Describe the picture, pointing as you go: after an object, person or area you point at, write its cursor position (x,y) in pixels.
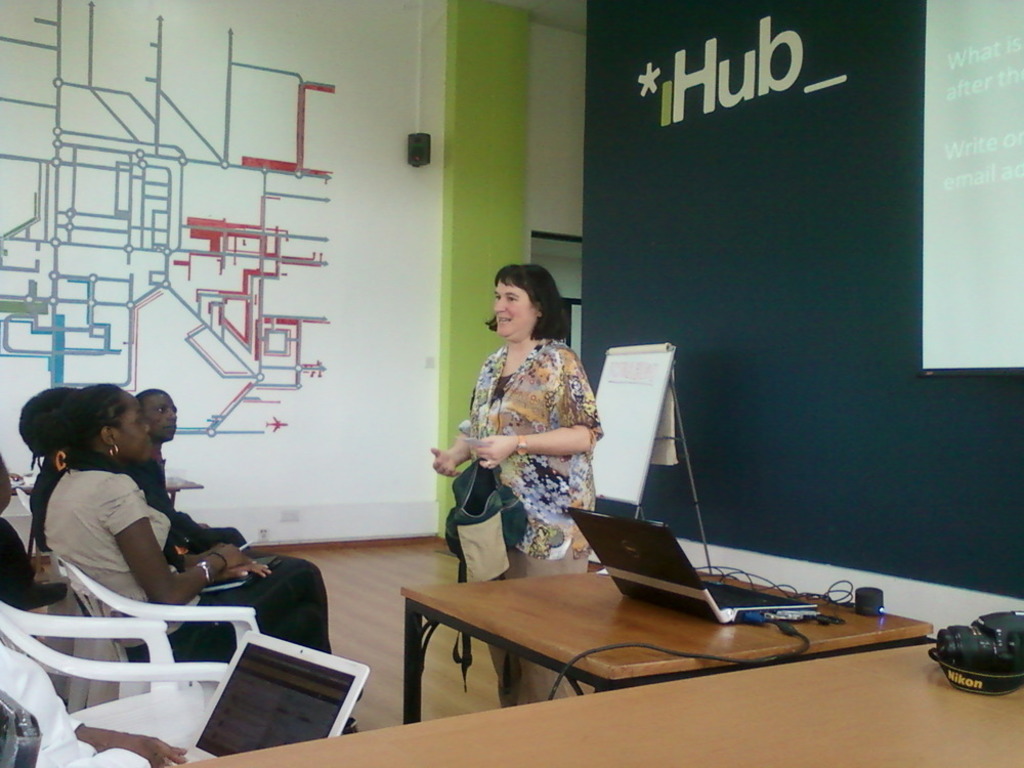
A picture of a room (324,744). This persons (141,582) are sitting on a chair (163,712). This person (63,745) is holding a laptop (211,753). On this table (660,612) there is a laptop (771,610), camera (961,636) and cables (826,596). This woman (547,485) is standing and holding a bag (473,513). Far there is a whiteboard (655,426). On wall (867,238) there is a screen (962,198).
